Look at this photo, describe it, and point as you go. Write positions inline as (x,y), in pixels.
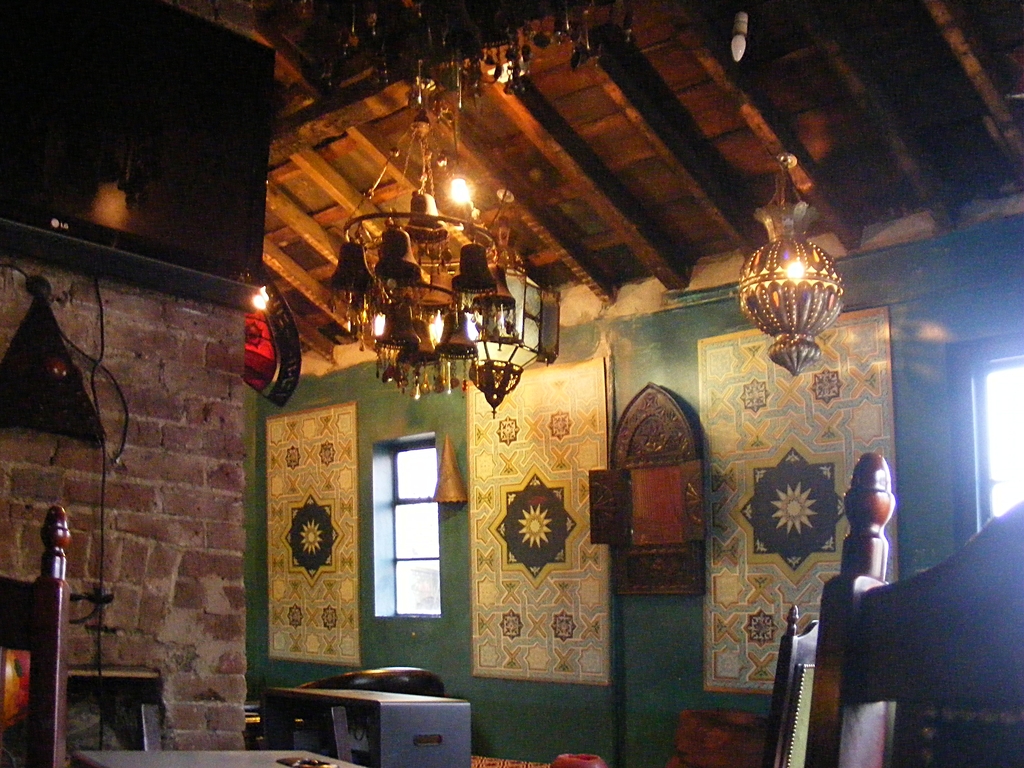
In this image I can see the interior of the house (638,501) in which I can see few chairs (793,655), the wall (226,534) which is made up of bricks (218,532), few electronic devices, a televisions (208,159) to the wall (214,517), the green colored wall (628,647), few windows (378,538), the ceiling (586,173), few lights (782,217) and chandeliers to the ceiling (561,164).
